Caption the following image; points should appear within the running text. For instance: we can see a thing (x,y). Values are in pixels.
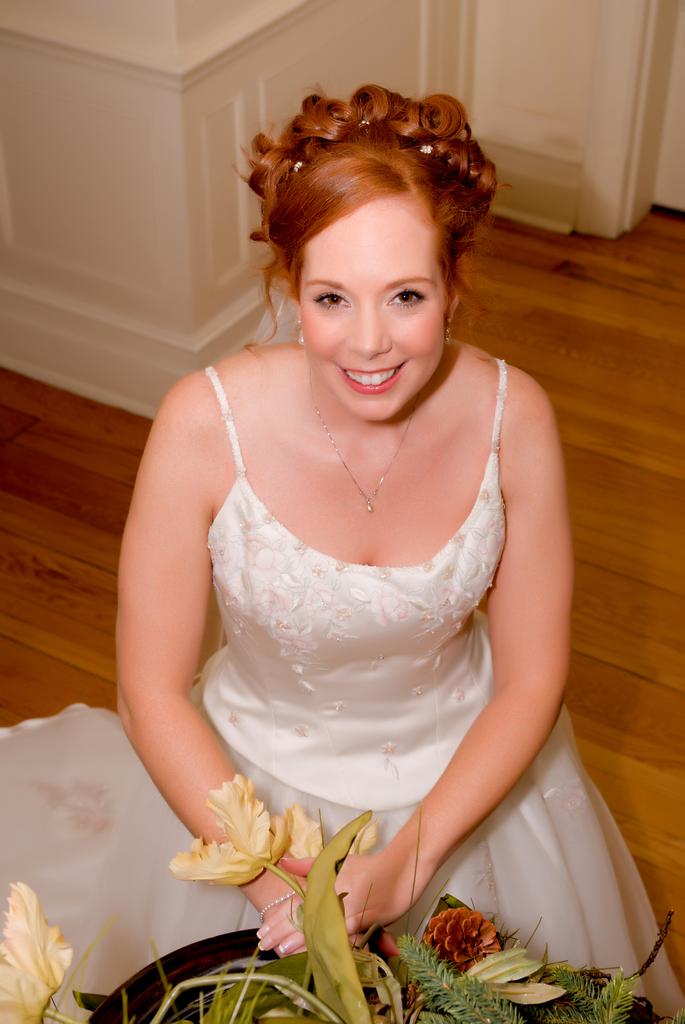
In this image we can see a woman (490,655) sitting on the floor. We can also see a plant (403,963) with a pot (152,994) front of her.
